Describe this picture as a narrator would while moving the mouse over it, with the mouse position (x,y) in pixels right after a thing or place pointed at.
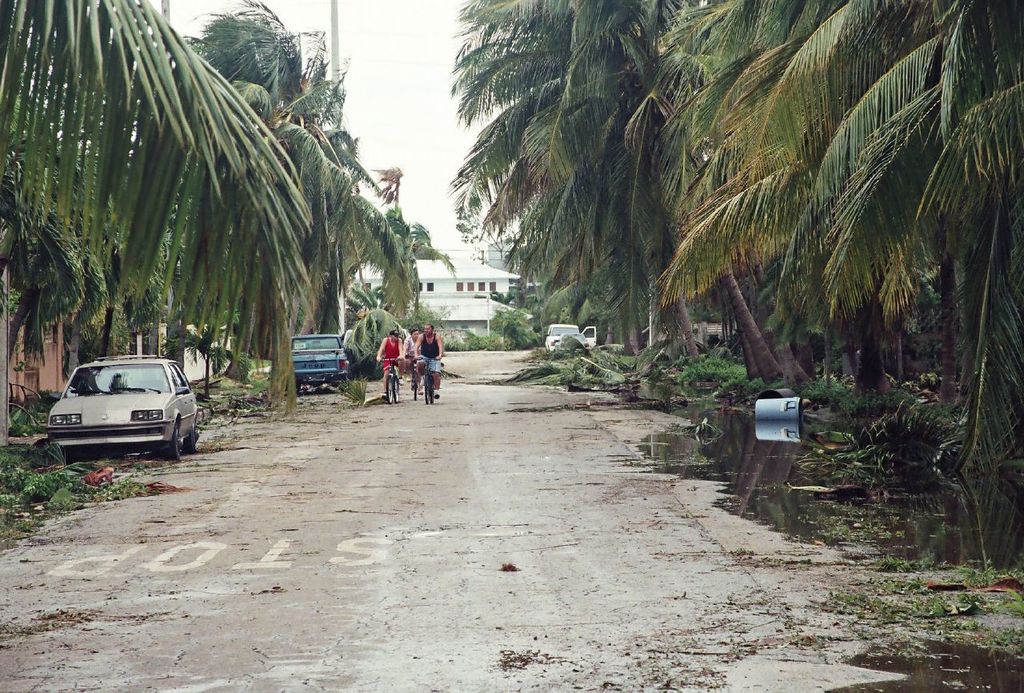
In this image there are three man (416,357) riding bicycle (411,382) on a road (380,570) and there are cars (302,370), on either side of the road (372,639) there are trees (803,111) and there is a water (835,478) on the road (904,625), in the background (435,301) there is a house (466,286).
